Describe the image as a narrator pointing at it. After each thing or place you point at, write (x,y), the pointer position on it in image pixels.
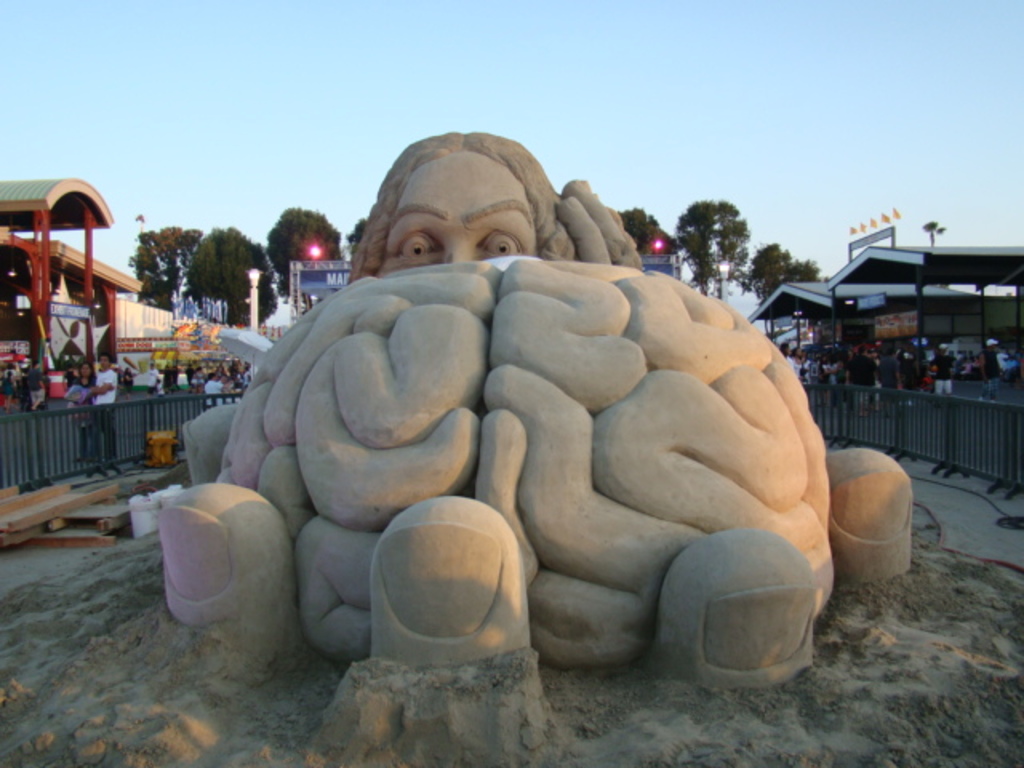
Here we can see sand carving (530,583). There is a fence (843,435). Here we can see group of people (925,389), boards (133,353), sheds (962,280), lights (312,248), poles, and trees (199,254). In the background (627,137) there is sky (835,150).
